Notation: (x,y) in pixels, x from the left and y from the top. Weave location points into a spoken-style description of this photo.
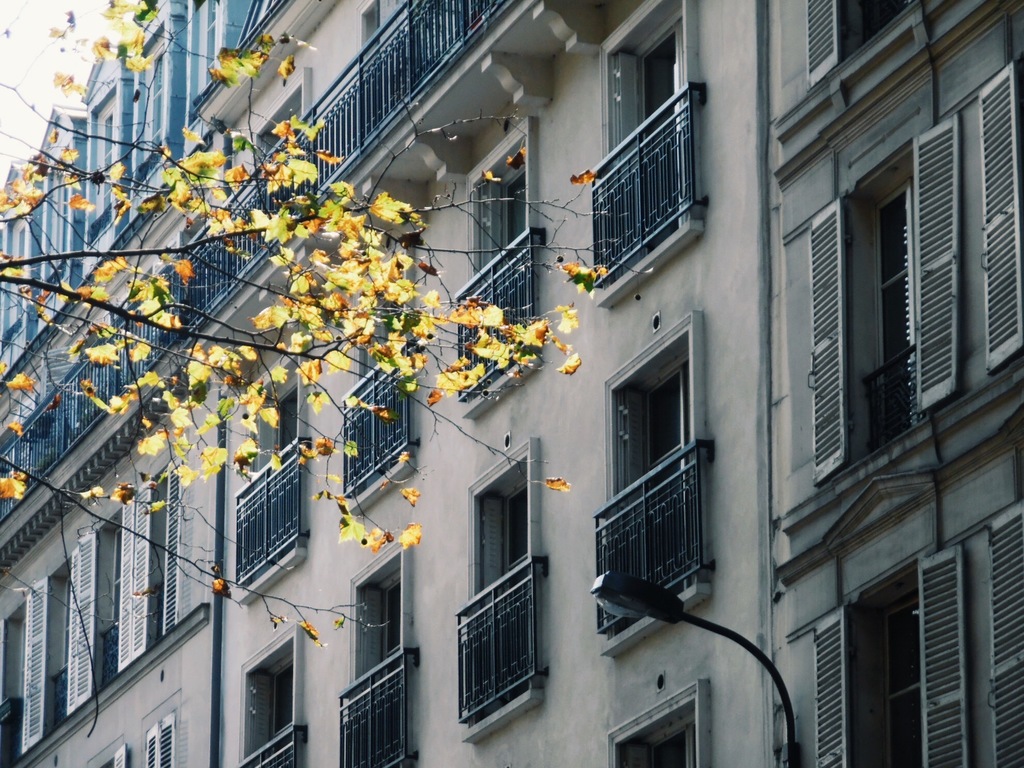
In this picture I can see a tree (213,355) and buildings (433,605). Here I can see a street light (701,618) and windows (661,429).
